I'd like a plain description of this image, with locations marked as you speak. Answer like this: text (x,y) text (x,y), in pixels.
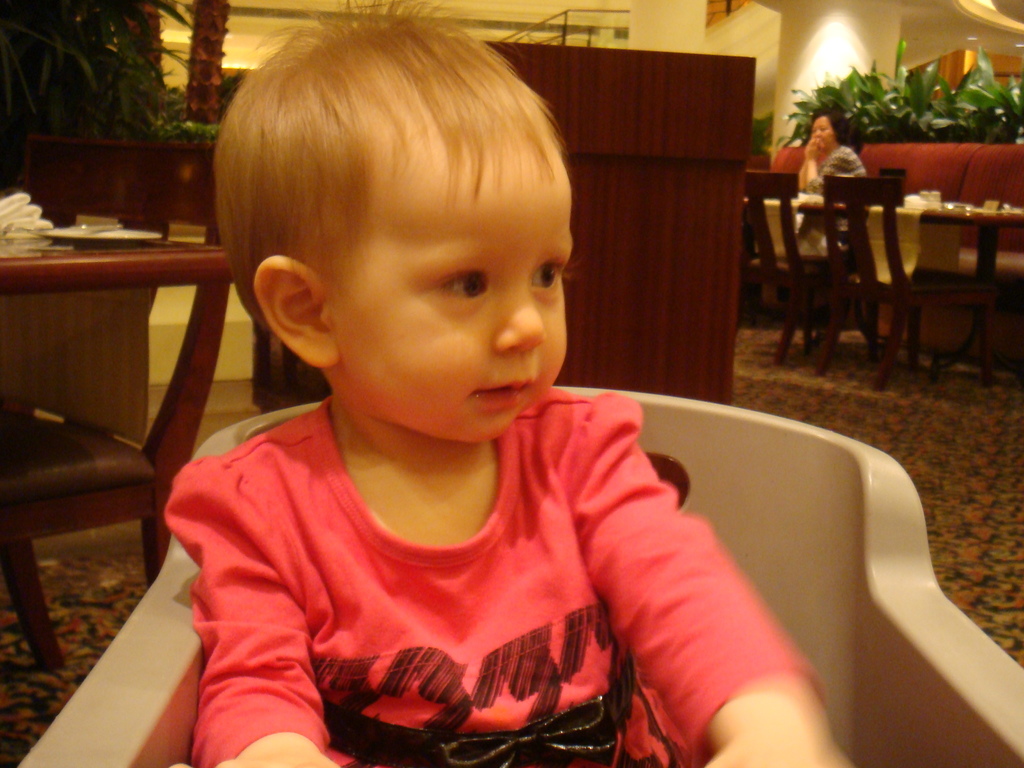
In the picture we can see a baby (621,502) on the chair (796,539), in the background (261,371) we can see a wooden wall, wooden table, and wooden chairs (52,655) on the other chair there is a woman (836,151) sitting in it, just behind her there are some plants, light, wall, pillar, and railings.
